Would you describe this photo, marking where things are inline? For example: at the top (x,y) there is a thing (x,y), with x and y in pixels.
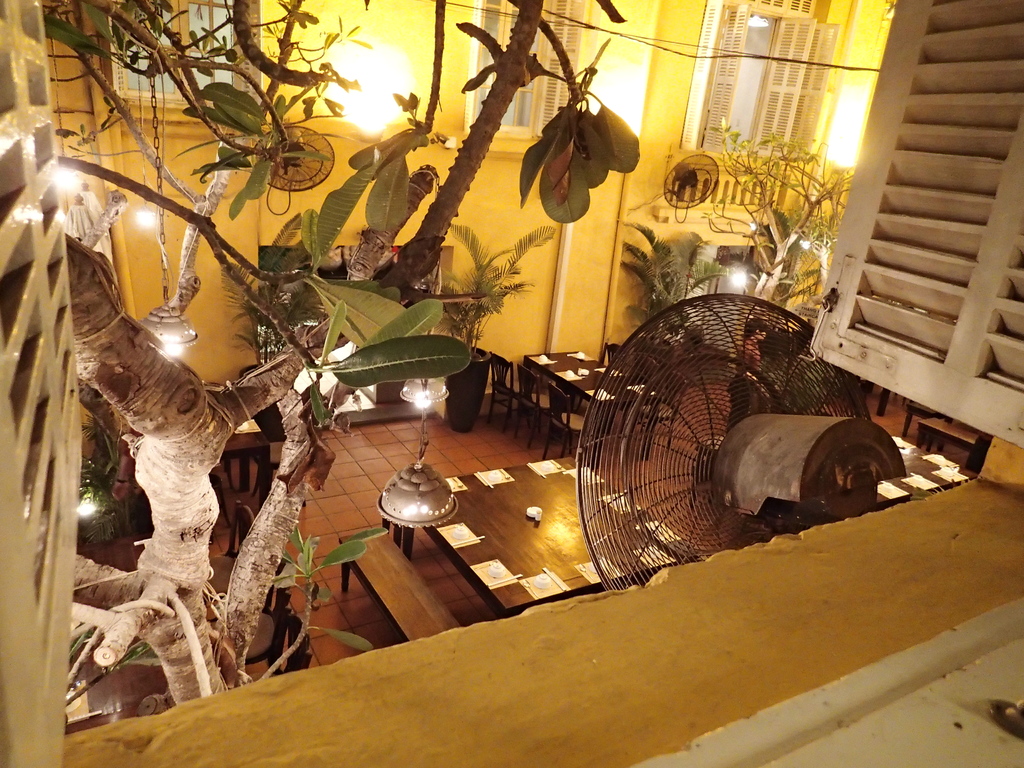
In this picture we can find few plants (302,477), lights (443,495), fans (637,343), tables (472,514) and chairs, we can find few papers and other things (552,462) on the tables (561,552).
